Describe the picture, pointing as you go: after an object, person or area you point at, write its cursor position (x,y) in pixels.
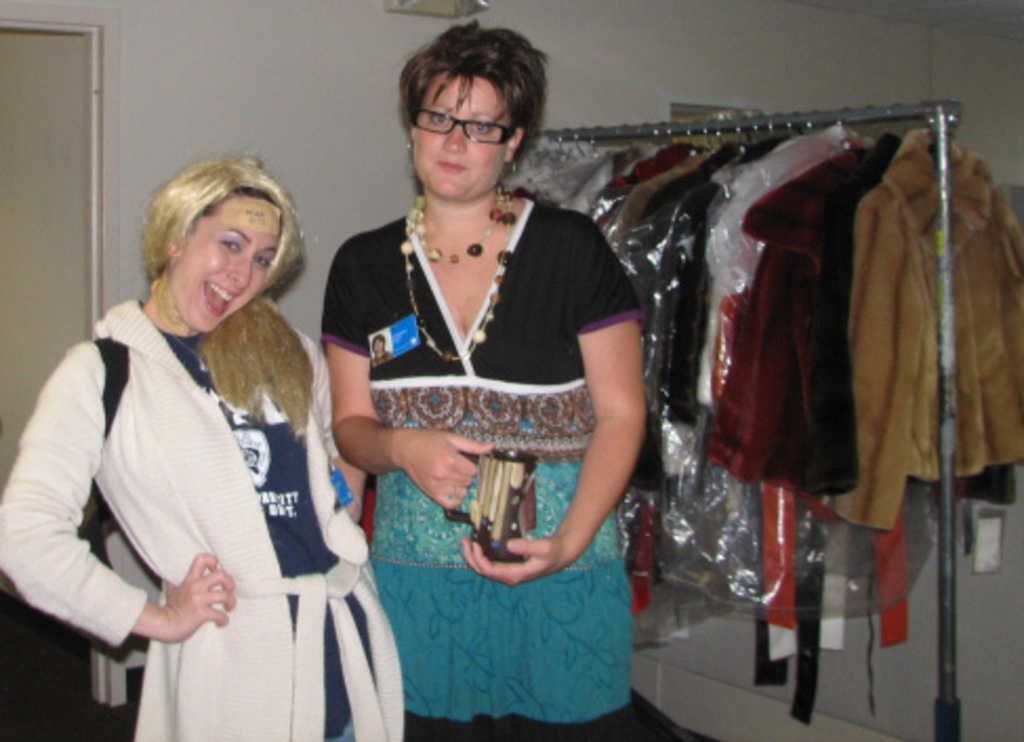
This picture is clicked inside the room (389,446). Here, we see two women (396,429) are standing. The woman (296,530) in the white sweater (163,508) is smiling. Beside her, the woman (437,389) in the black and blue dress (408,369) is holding a cup (485,556) in her hands (447,503). Beside them, we see sweaters (741,311) hanged to the hangers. Behind them, we see a door (57,125) and a white wall (195,101).
